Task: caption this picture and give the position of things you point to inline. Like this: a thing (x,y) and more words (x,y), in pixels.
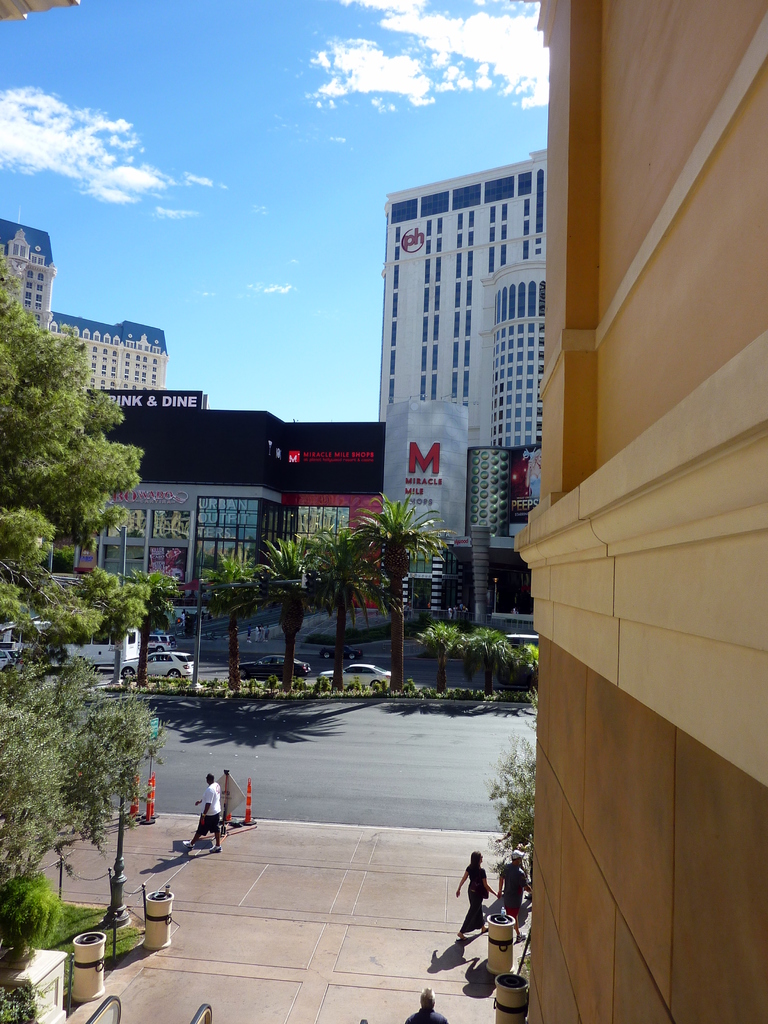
In this image there are many buildings (710,294), vehicles (128,639) and trees (13,711). There are few persons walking on the footpath (305,895). Image also consists of signal cones (249,823), trash bins (499,1009) and sign boards (239,795). At the top (189,125) there is a sky (189,125) with some clouds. There is an empty road (376,763).
